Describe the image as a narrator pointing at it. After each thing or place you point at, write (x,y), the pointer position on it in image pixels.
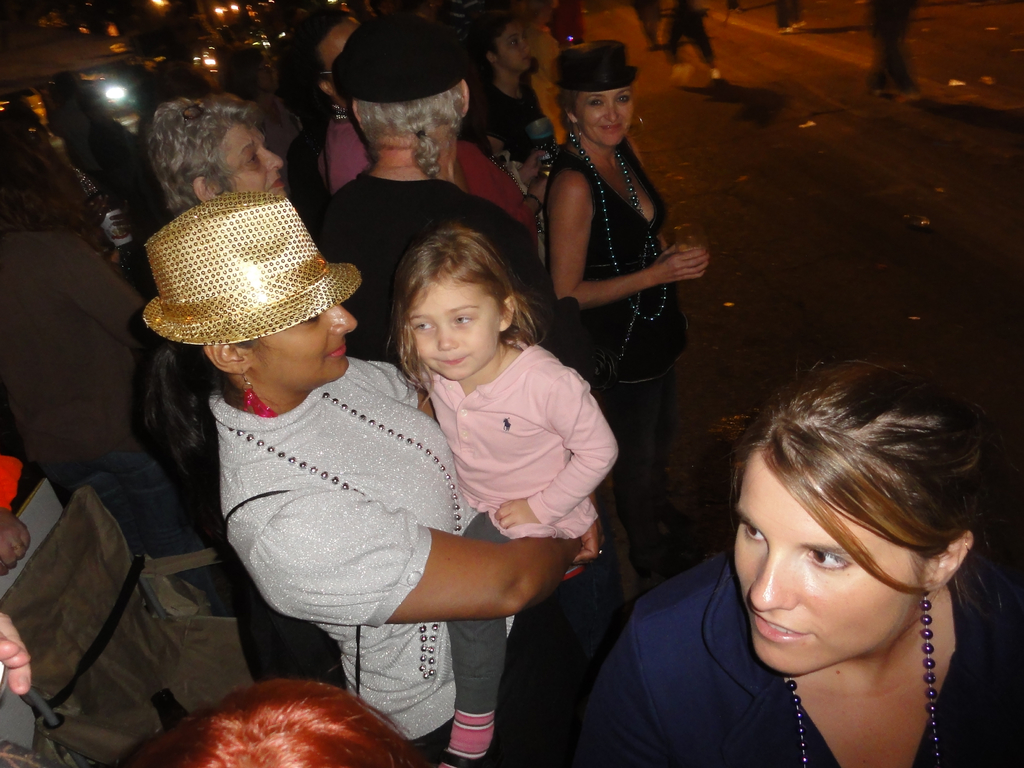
This image consists of many people (692,741) standing on the road (870,241). In the front (491,533), there is a woman (387,586) holding a kid (491,442). She is also wearing a hat (301,318). At the top right (952,225), there is a road (948,265). On the left (154,684), we can see a chair (149,677). In the background (89,53), it looks like there is a vehicle (99,72).
